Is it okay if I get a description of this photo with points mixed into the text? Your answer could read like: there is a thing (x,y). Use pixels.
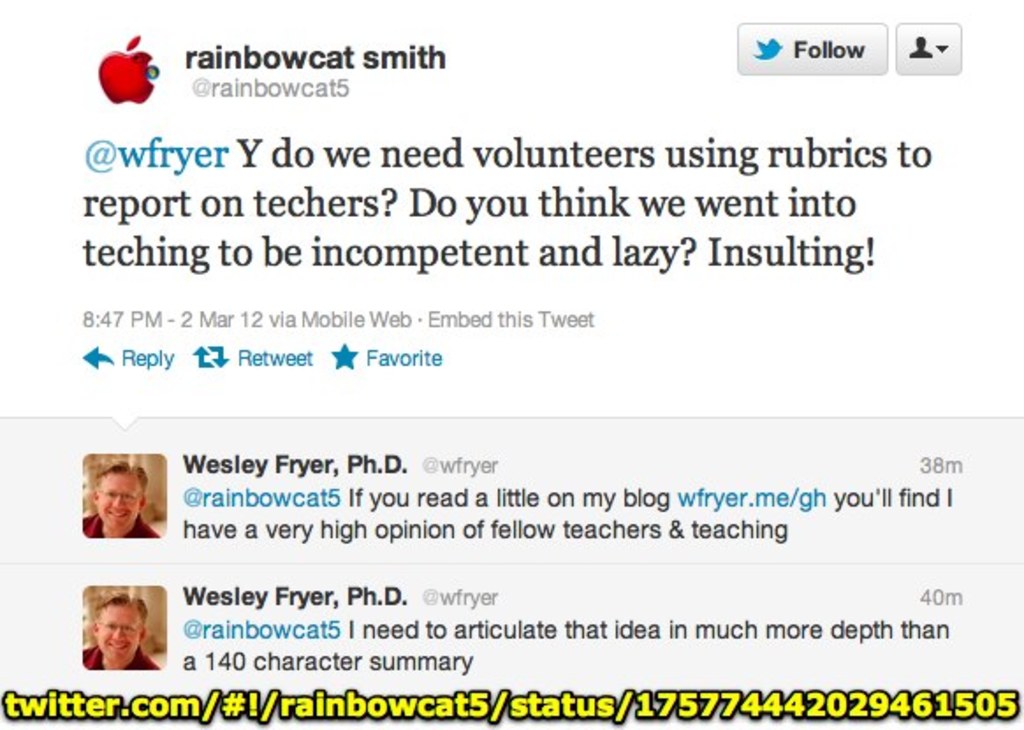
In this image I can see the screenshot (437,344). In this screenshot (388,236) I can see the text (472,502). To the left (102,597) I can see the person's photo (100,476) and the apple symbol (121,70) can be seen.
